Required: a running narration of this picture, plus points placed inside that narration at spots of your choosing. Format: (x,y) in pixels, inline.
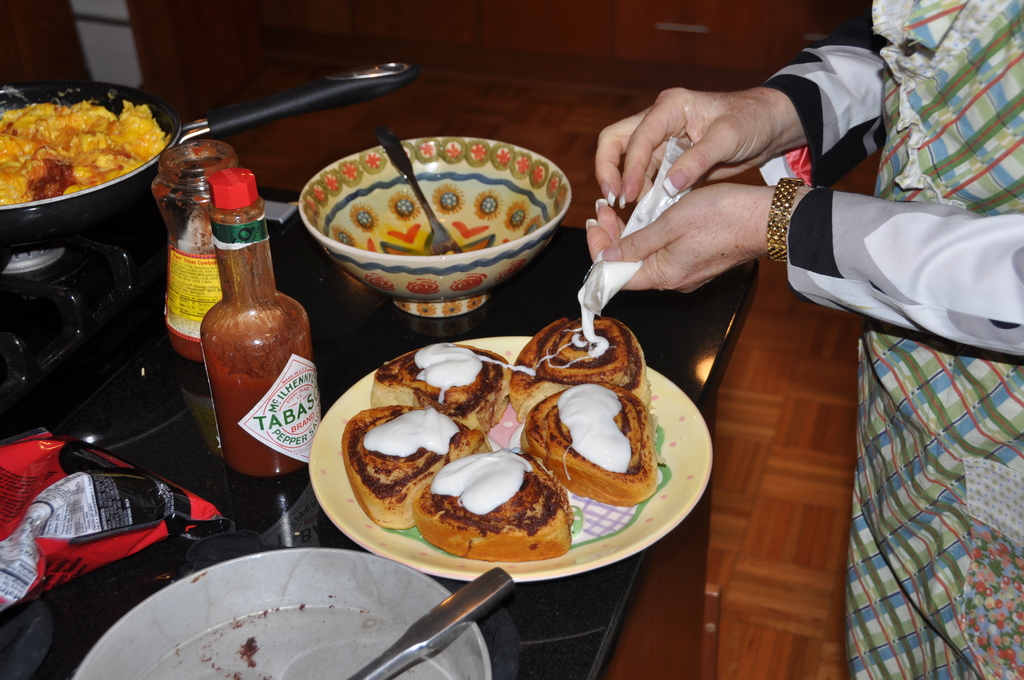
This image consists of a person (904,413) pouring cream (521,477) on the bread (426,515). The breads (478,535) are kept in a plate (584,545). In the front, we can see the sauce bottle (217,436) and a bowl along with a pan (74,212). At the bottom (805,596), there is a floor (780,595).
